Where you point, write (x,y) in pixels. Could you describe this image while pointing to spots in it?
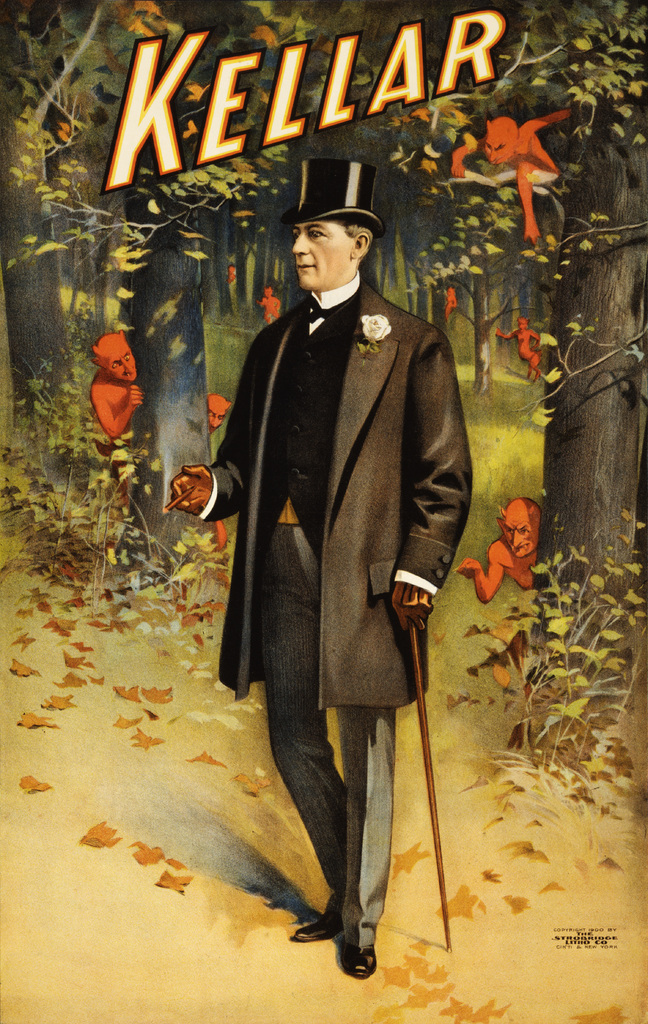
In this image I can see it is the painting (507,730), in the middle (294,561) a man (355,581) is standing, he wore coat (399,547), trouser (394,748), hat (316,219). Behind him there are devils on the trees (483,278), at the top (116,132) there is the name (274,93).
